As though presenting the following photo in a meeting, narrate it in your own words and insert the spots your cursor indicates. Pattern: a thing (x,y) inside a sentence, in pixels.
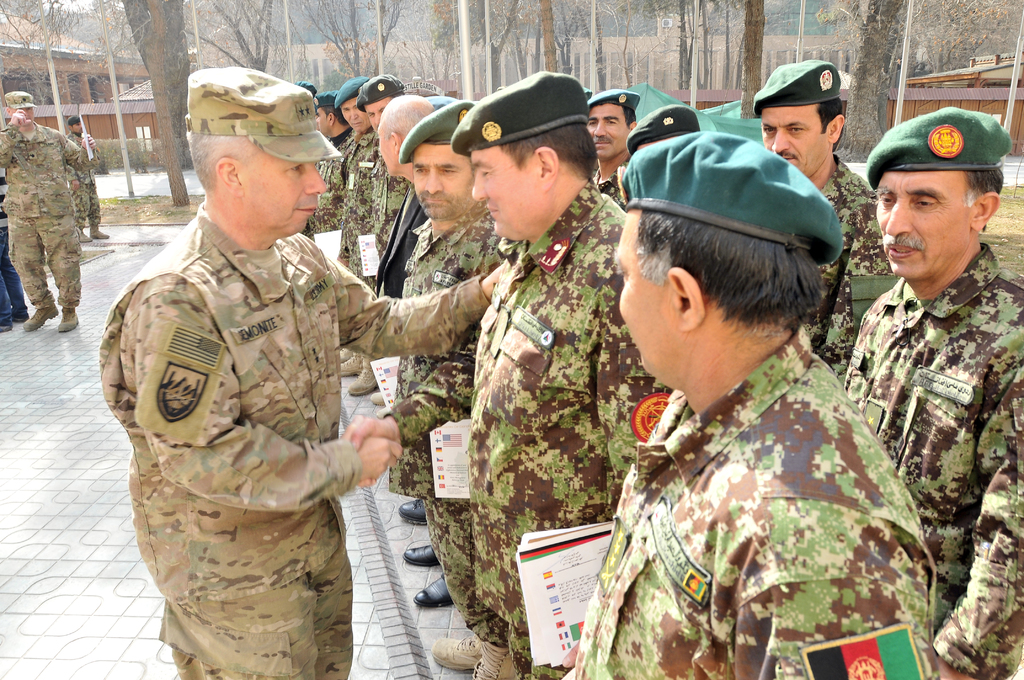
Here we can see group of people (589,144). In the background (94,56) there are poles (121,118), trees (358,46), and houses (75,115).
